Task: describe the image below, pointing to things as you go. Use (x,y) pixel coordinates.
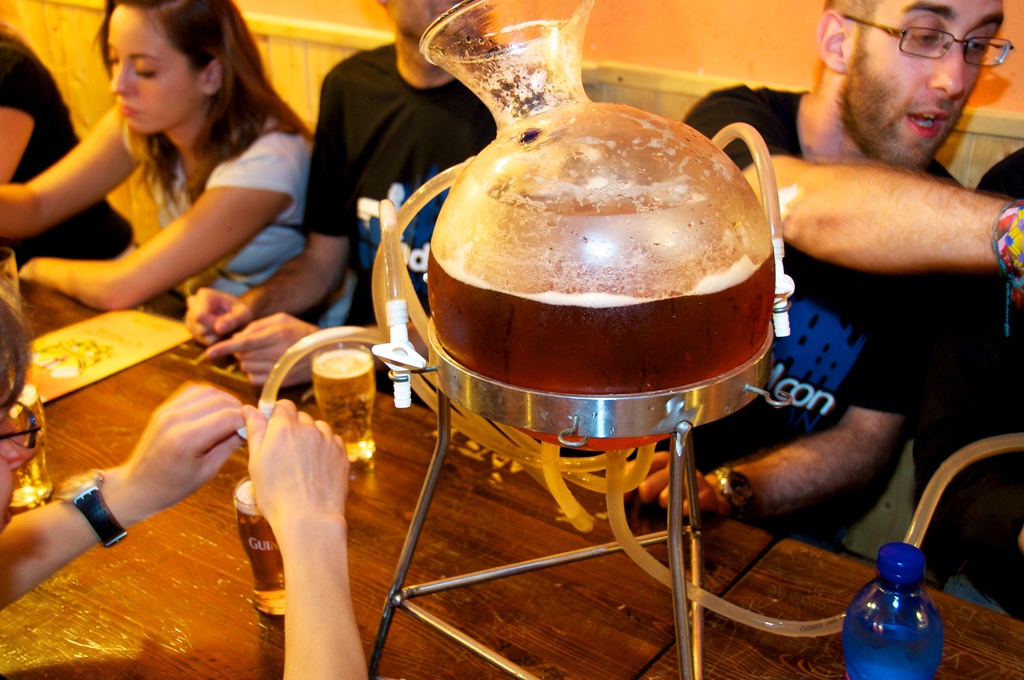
In this image we can see a brewery pot (584,324) placed on the stand (481,388). At the bottom (546,551) there is a table (789,584) and we can see a bottle (886,637) and glasses (337,415) placed on the table (454,558). There are people (265,286) sitting around the table (480,445). In the background (367,34) there is a wall (379,38).
